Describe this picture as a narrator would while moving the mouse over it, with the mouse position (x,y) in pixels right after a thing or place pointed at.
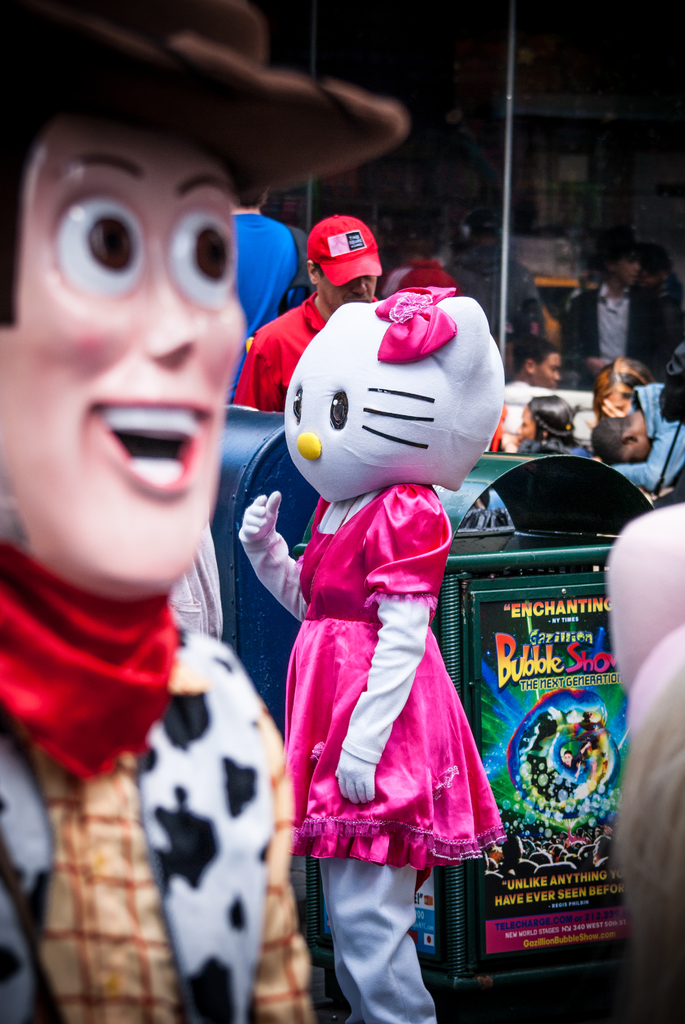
In this image we can see two persons (115,706) are wearing cartoon costume (229,761). Right side of the image (552,685) dustbin (557,520) is there. Background of the image (545,409) people (276,286) are standing and sitting and we can see glass wall (541,202).
